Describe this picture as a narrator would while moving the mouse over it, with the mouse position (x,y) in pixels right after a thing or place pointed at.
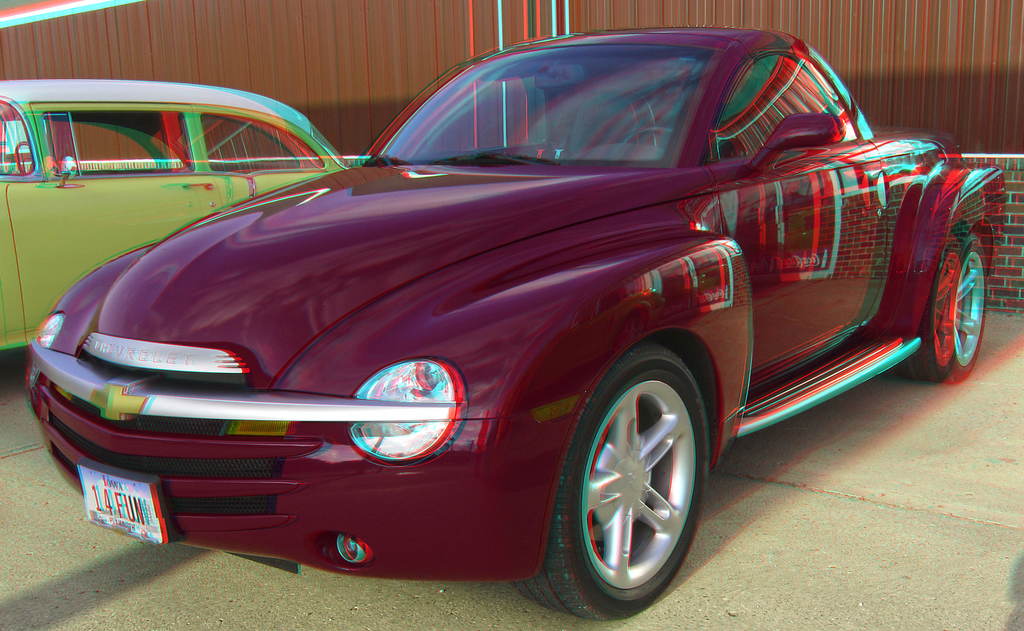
There are total of two car (395,161) park, one car park (245,227) at front (241,245) and one back. back side is of green color front one is of maroon red.
